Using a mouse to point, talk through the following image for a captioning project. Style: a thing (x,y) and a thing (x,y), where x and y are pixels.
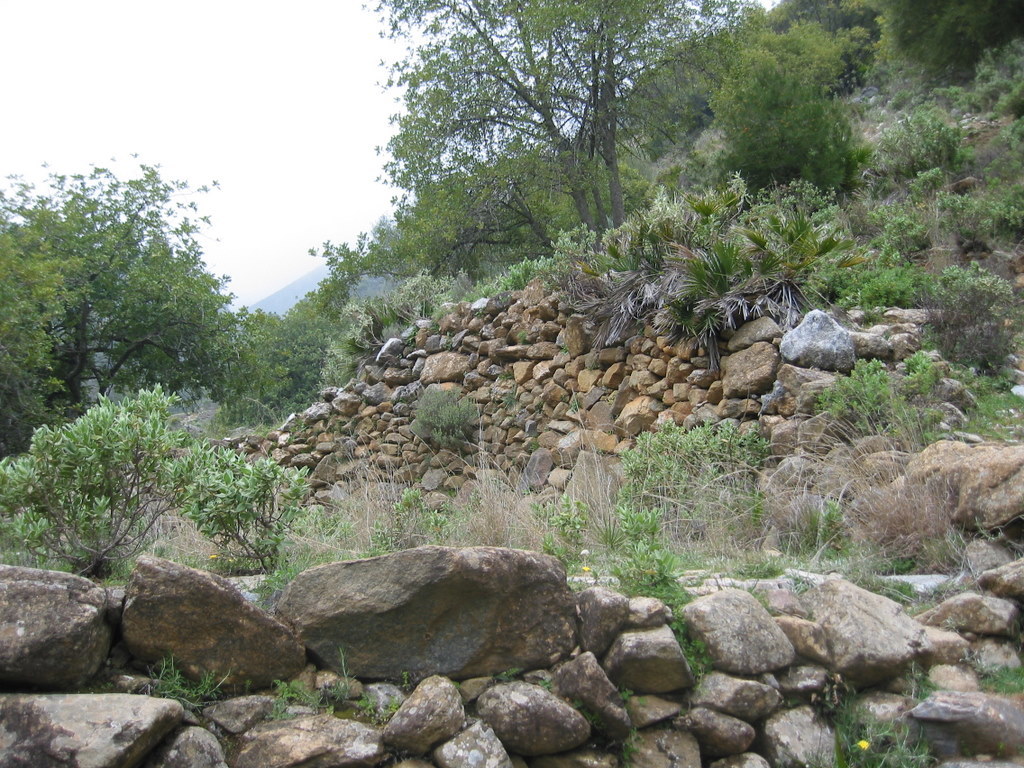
In this image there are stones (534,482), trees (121,299) in the foreground (769,538). There are trees (49,245) in the background (851,70). And there is sky (136,132) at the top (174,226).
